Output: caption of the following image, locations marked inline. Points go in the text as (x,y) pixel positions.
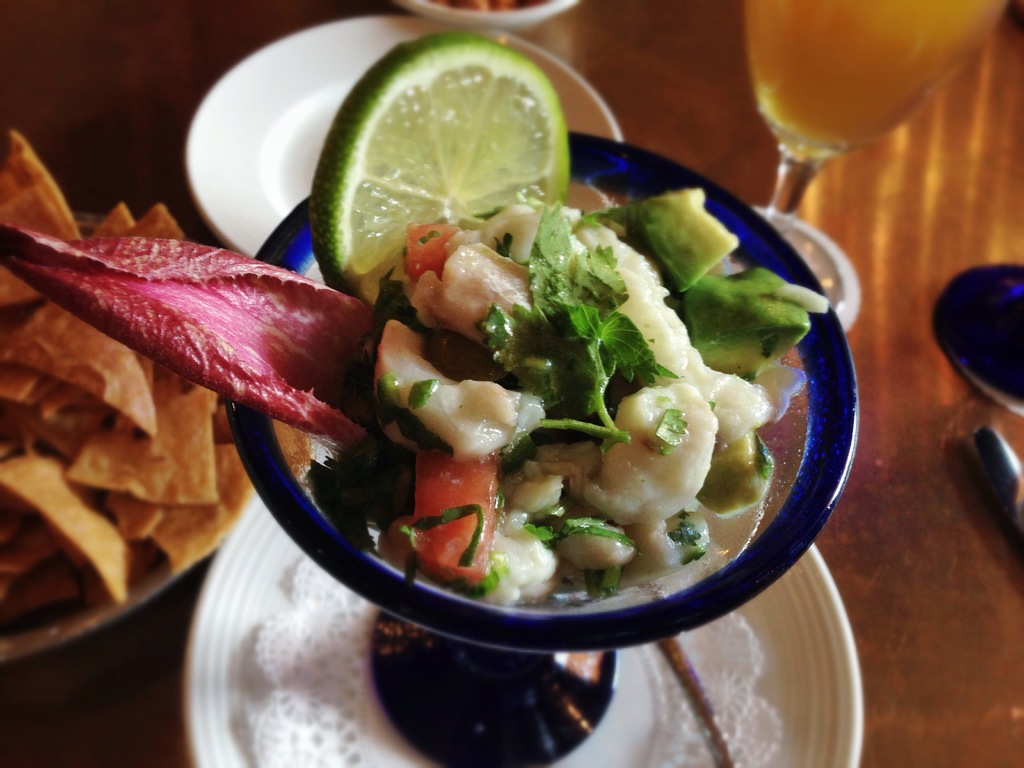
In this image, we can see a salad glass (749,526) on the plate (298,663). There are some chips (100,422) on the left side of the image (85,386). There is an another plate (306,62) at the top of the image (561,84). There is a glass (875,37) in the top right of the image (896,43).
